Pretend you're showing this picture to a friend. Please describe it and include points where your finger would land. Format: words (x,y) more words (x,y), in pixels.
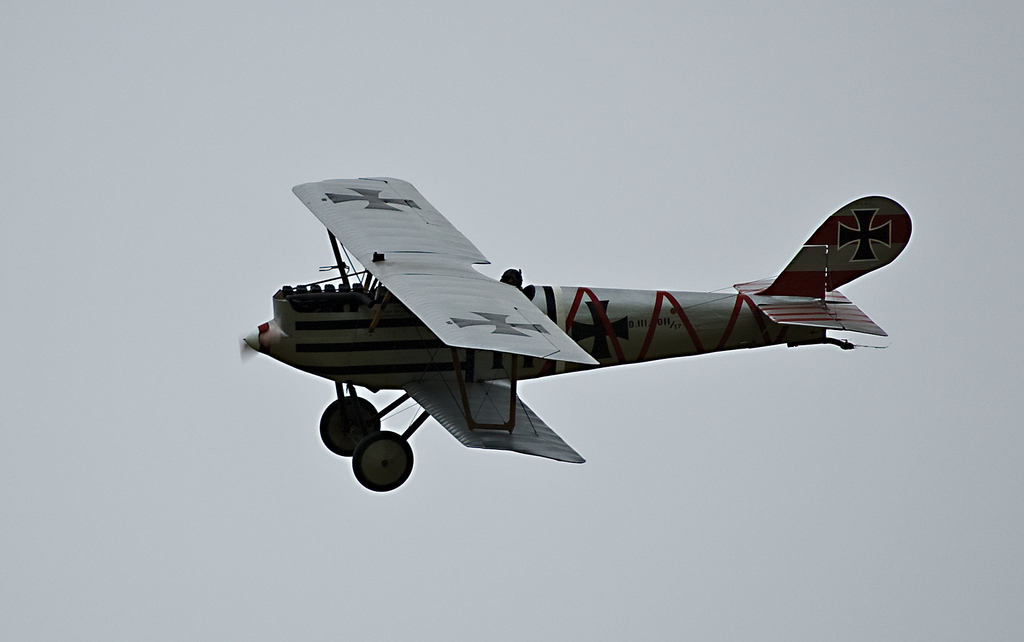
In this image I can see an aircraft (413,288) which is in flying in the air (304,251). In the back (545,462) I can see the sky (125,360).
